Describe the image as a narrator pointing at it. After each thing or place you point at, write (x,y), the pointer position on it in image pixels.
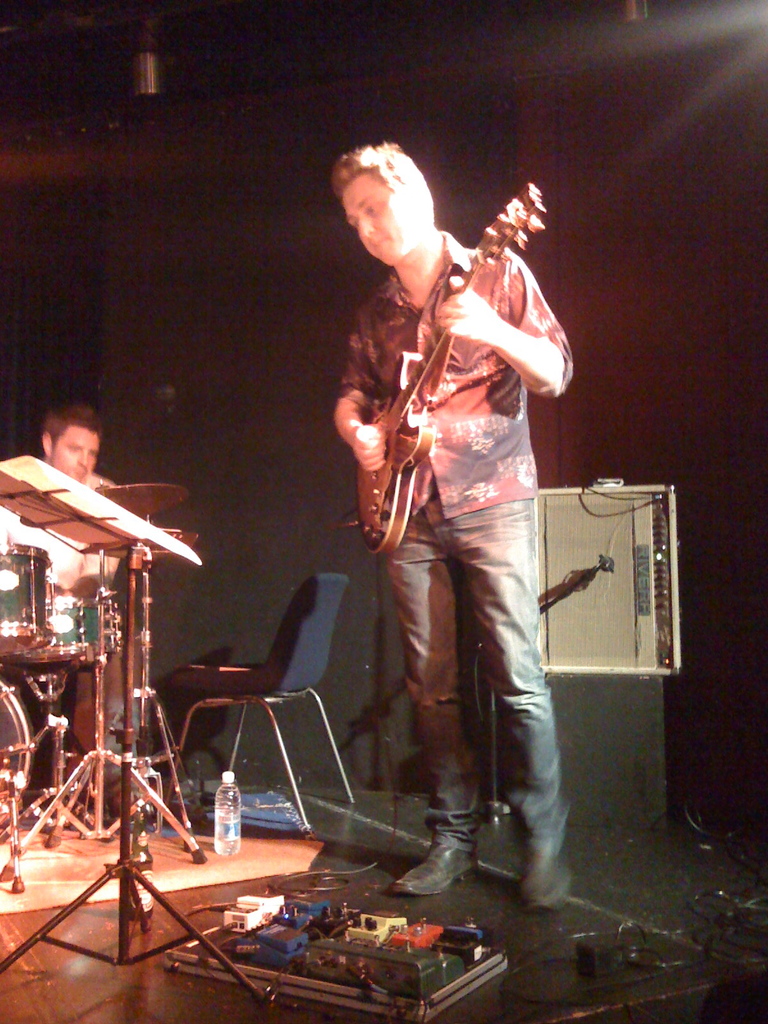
In the image there is a man (465,453) playing a guitar (430,367) and in front of him there is another man (74,456) playing drum (63,655) and it seems to be on stage (112,922).
